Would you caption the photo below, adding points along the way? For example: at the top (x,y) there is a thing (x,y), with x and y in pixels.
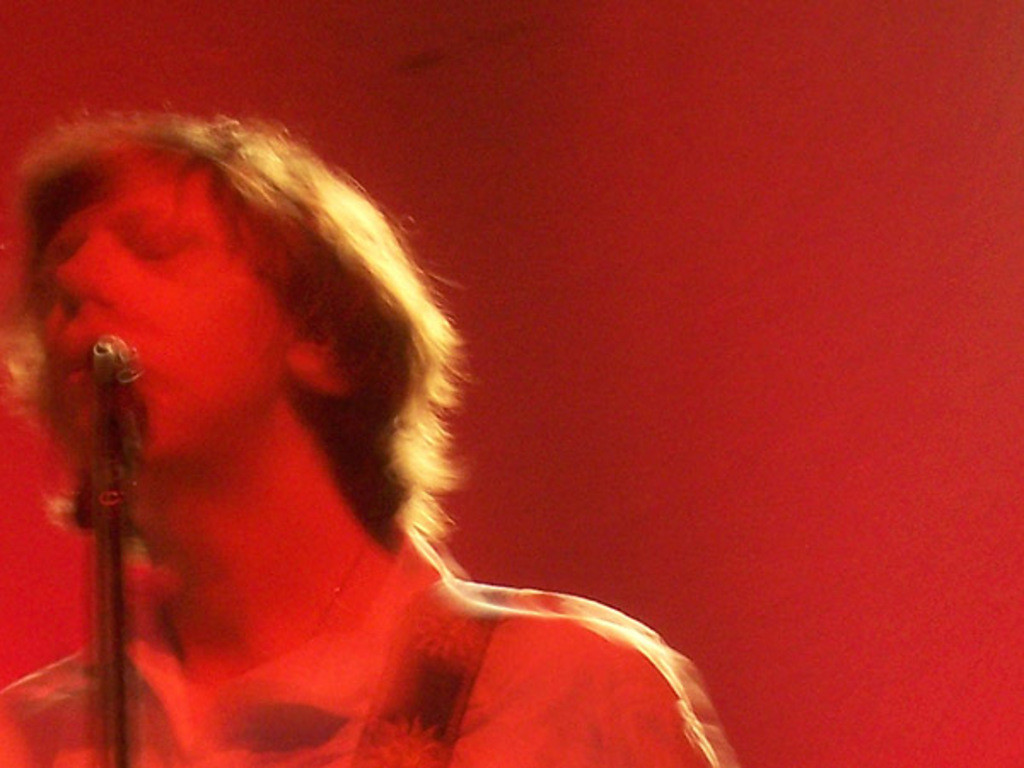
In this picture I can see a person (241,184) in front of a microphone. I see that this image is little bit in red color.
